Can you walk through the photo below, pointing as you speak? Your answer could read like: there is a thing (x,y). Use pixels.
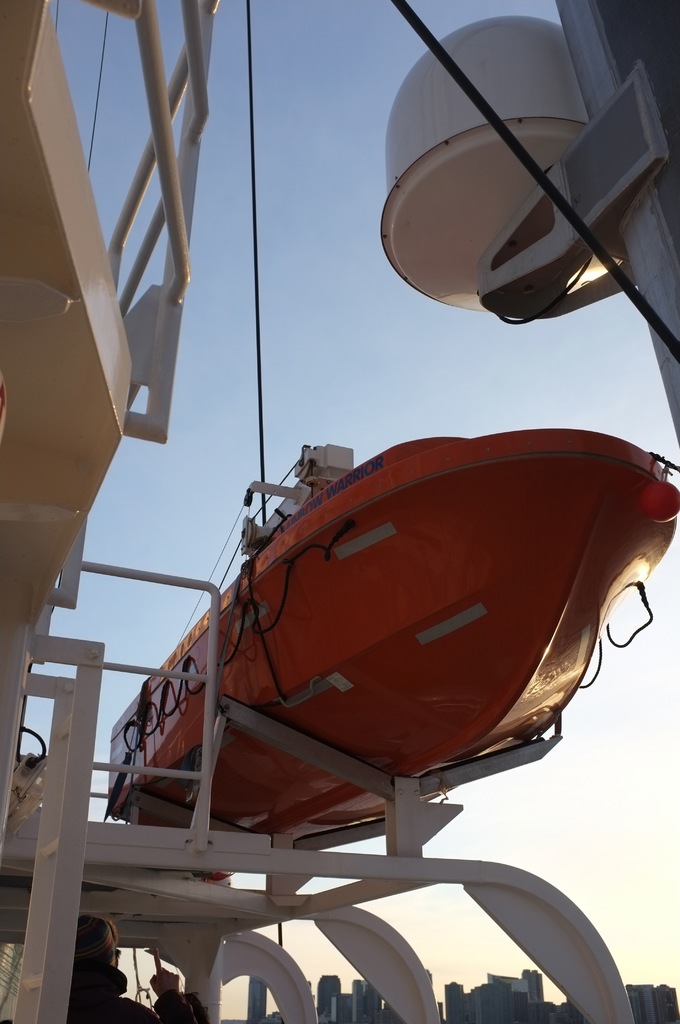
In the center of the image (312,613) we can see boat (283,667) in the air (592,857). At the bottom of the image (106,953) we can see persons (102,998).
